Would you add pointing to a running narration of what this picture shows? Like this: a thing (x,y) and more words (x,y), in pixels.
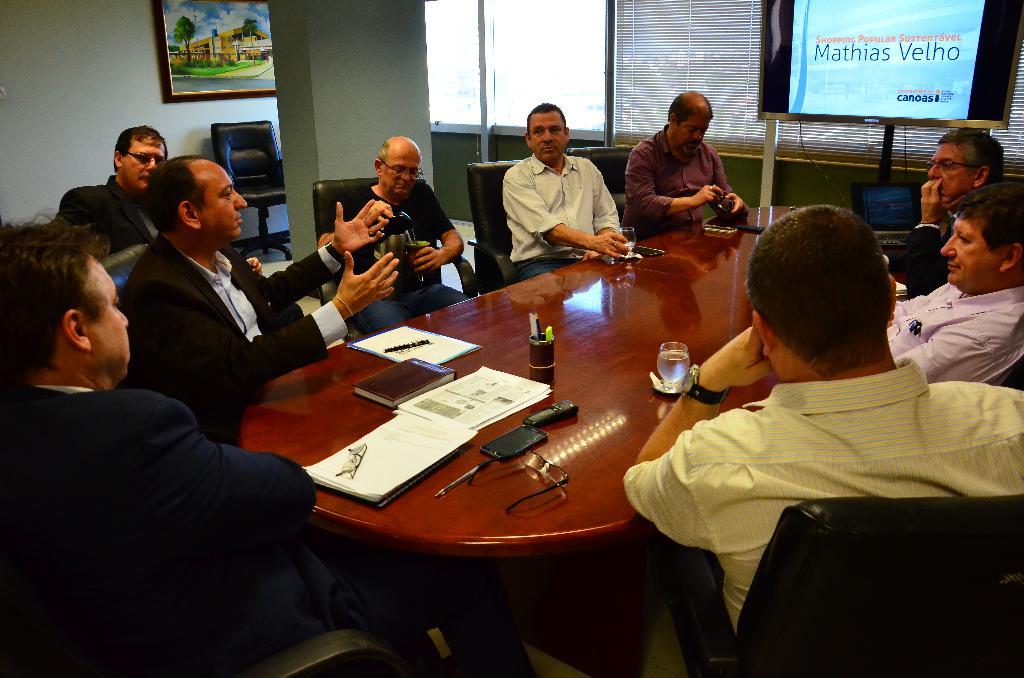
In this image I can see group of people (167,413) sitting. In front (880,450) I can see the person (679,429) is wearing yellow color shirt (868,442) and I can also see few glasses (675,389), papers (451,419), books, pens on the table (581,387) and the table (614,375) is in brown color, background (227,70) I can see a frame (245,91) attached to the wall (98,65) and the wall (78,103) is in white color. I can also see a screen (854,46) and few windows (643,50).
